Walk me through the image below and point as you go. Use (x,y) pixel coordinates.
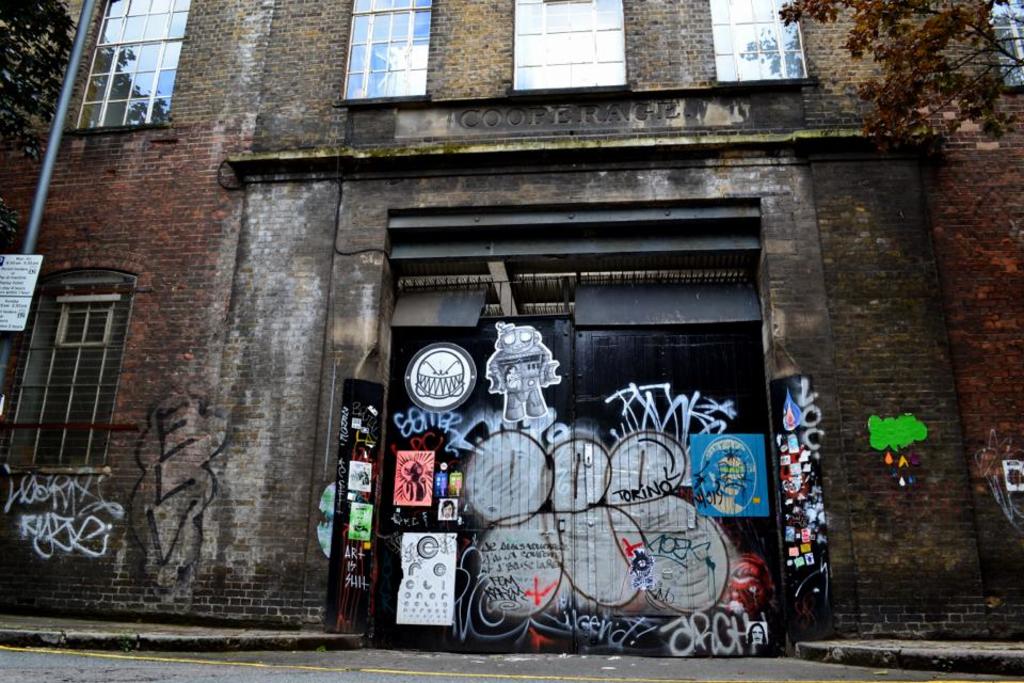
In this image I can see the ground (214,665), the building (280,387) which is made of bricks (221,199), few windows (165,63) of the building (399,44), few trees (55,12) and a huge black colored gate (601,384). I can see a painting (645,469) on the gate (544,490).
